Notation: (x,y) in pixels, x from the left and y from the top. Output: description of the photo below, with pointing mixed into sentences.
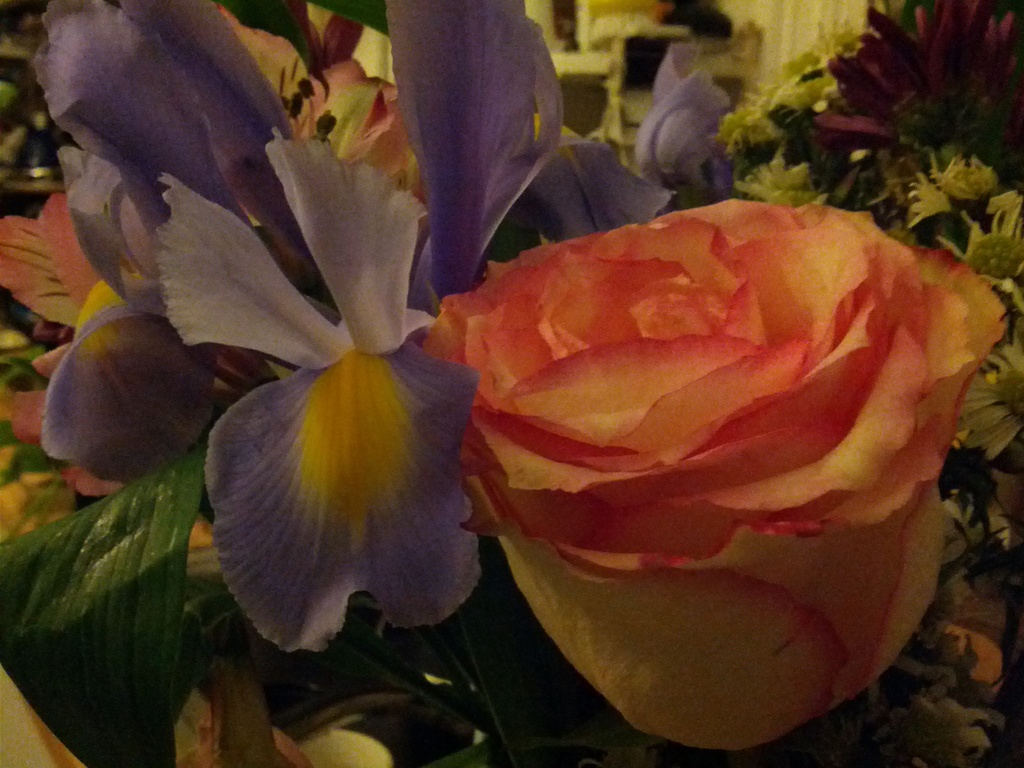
In this image, we can see flowers (331,418) and in the background (696,22), there is a wall (783,20) and we can see some objects (636,42).
